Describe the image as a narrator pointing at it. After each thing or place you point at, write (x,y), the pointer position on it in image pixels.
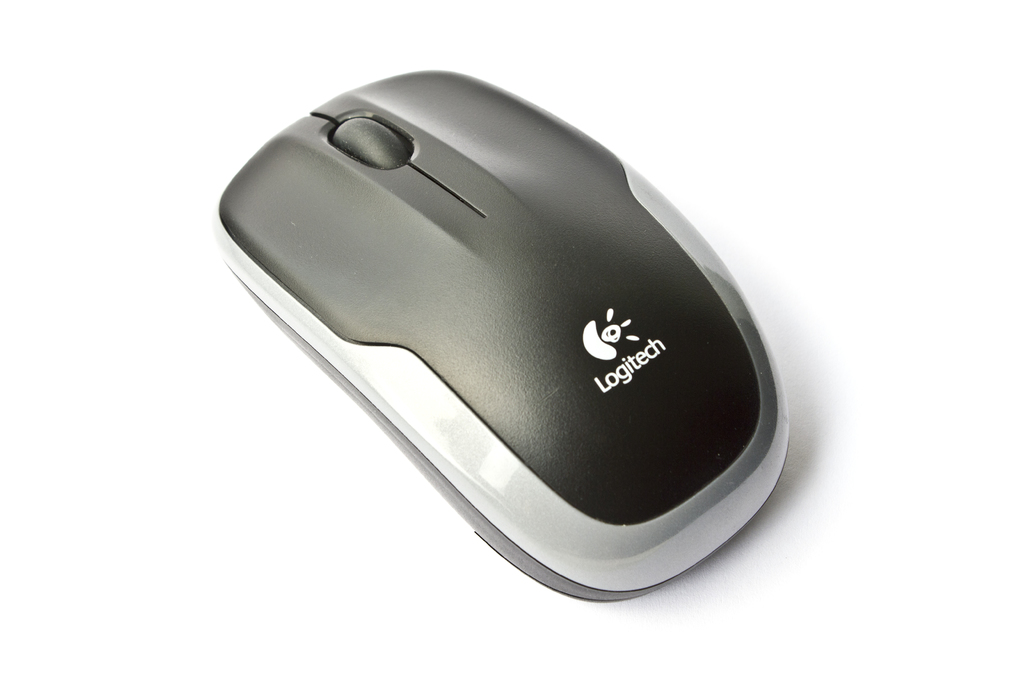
In this image we can see a mouse (581,217).
